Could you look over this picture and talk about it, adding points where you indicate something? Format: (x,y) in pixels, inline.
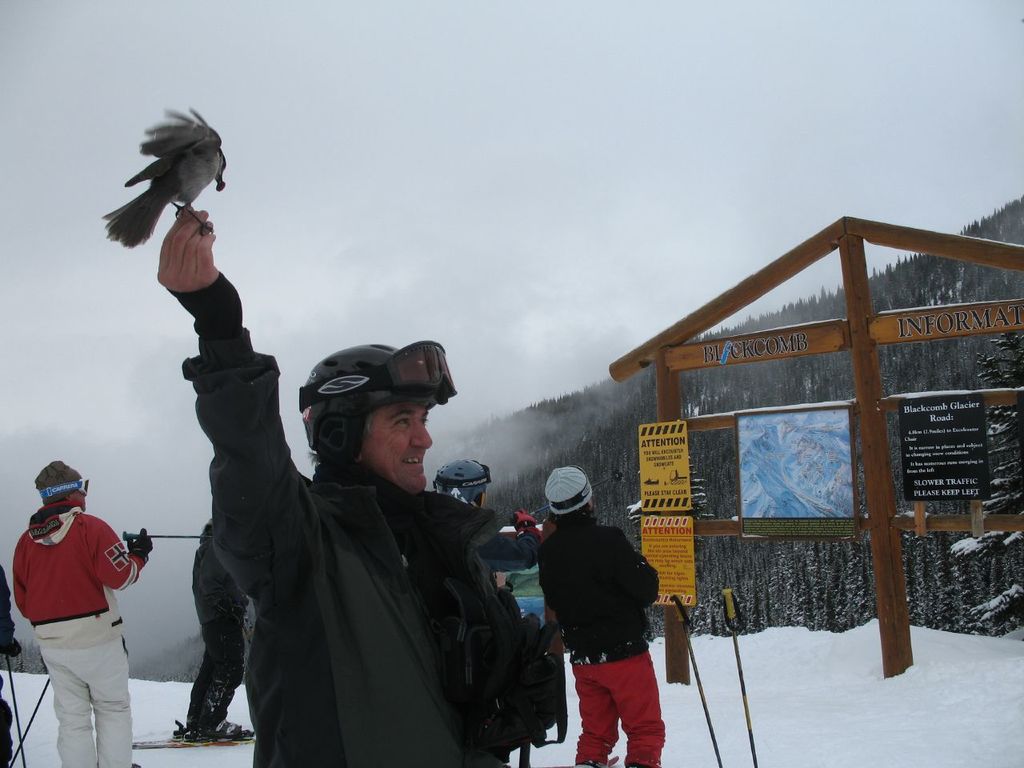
In this image I can see group of people (561,553) standing on the snow (866,700). In front (394,598) the person (450,586) is wearing black color jacket (374,595) and holding the bird (146,152) and the bird (176,195) is in gray and white color. Background (805,498) I can see few boards (802,455) attached to the wooden poles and I can see few trees (770,362) and the sky (504,165) is in white color.
